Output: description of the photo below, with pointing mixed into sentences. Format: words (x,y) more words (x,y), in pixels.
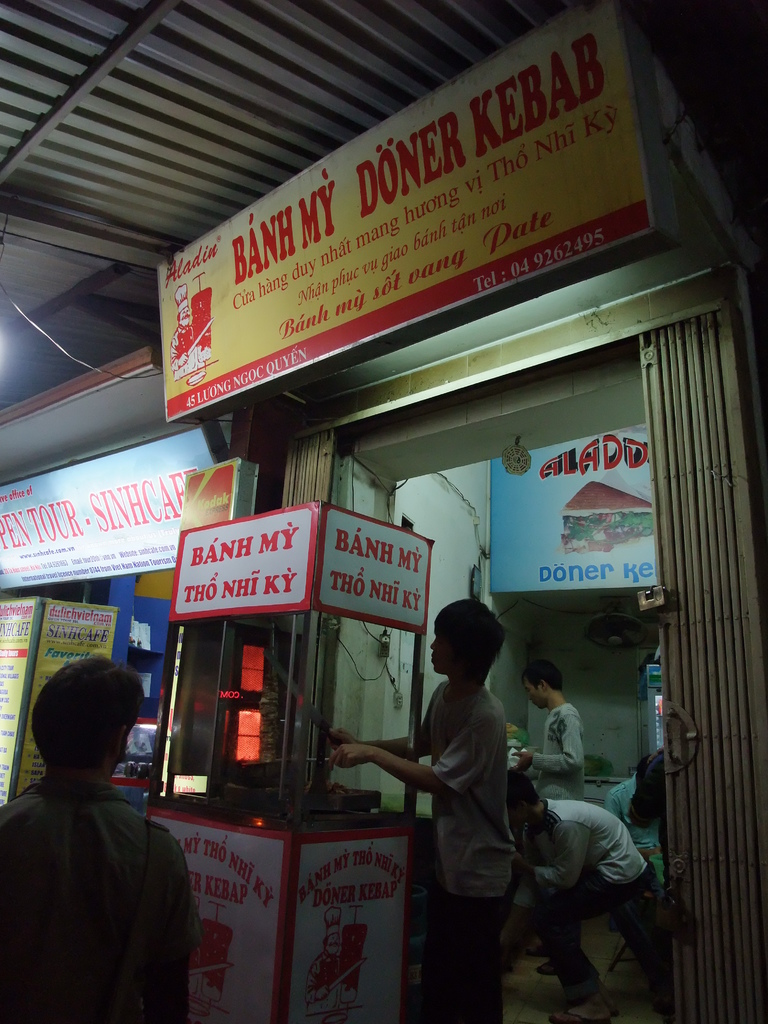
In the image there is a small hotel (392,310) with iron sheet (191,148) as roof top (29,249), there are few persons (456,692) standing inside the hotel (340,380) and a man (88,753) walking in front of it.
